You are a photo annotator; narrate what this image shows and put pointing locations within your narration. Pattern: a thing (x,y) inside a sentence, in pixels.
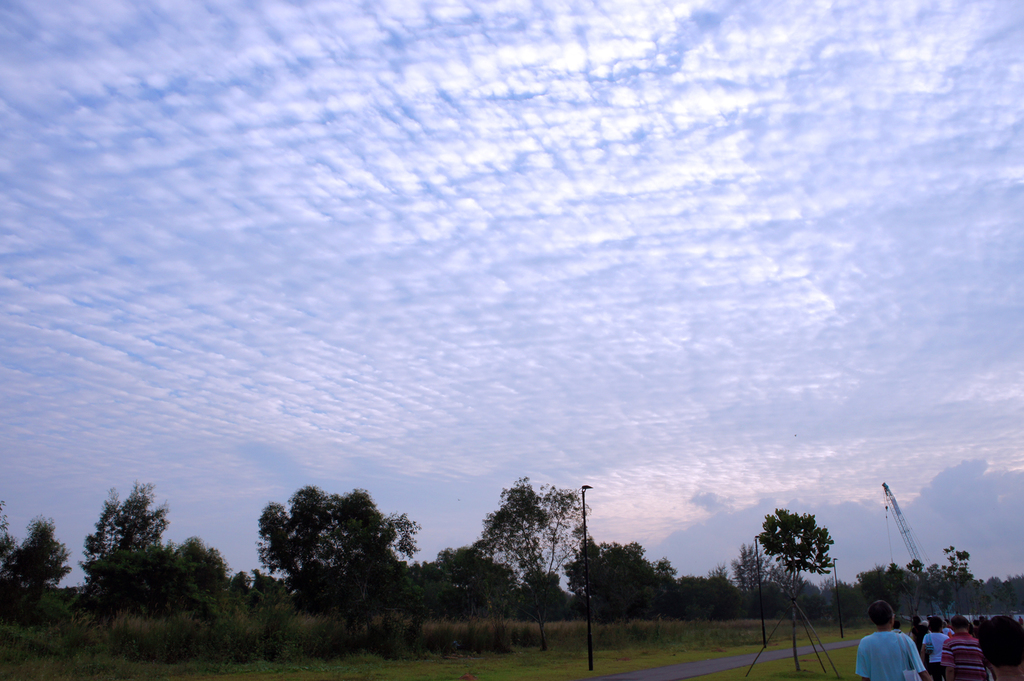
In this image we can see the road (840,645) and some people (1003,636) standing. We can see the lights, grass (526,623) and the trees (274,531). There are clouds (349,318) in the sky (349,318).
